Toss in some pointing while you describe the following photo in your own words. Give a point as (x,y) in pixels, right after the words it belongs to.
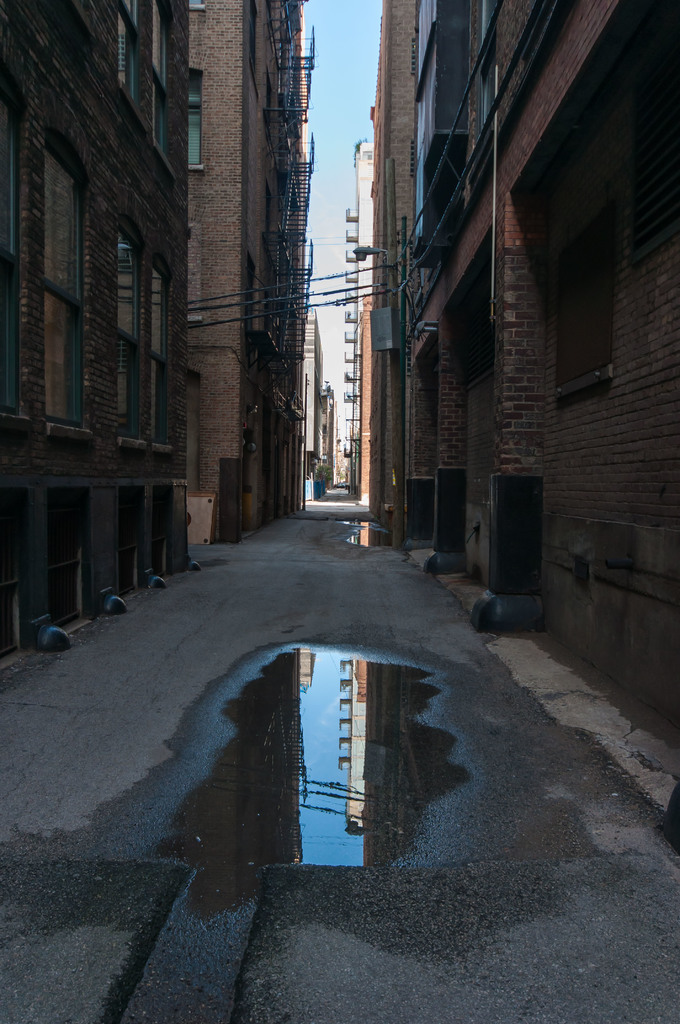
There is water (378,673) on the road (362,612). On both sides of this road (285,566), there are buildings (612,328) which are having windows (165,519). In the background (366,292), there are buildings (365,218) and there are clouds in the blue sky (358,121).
